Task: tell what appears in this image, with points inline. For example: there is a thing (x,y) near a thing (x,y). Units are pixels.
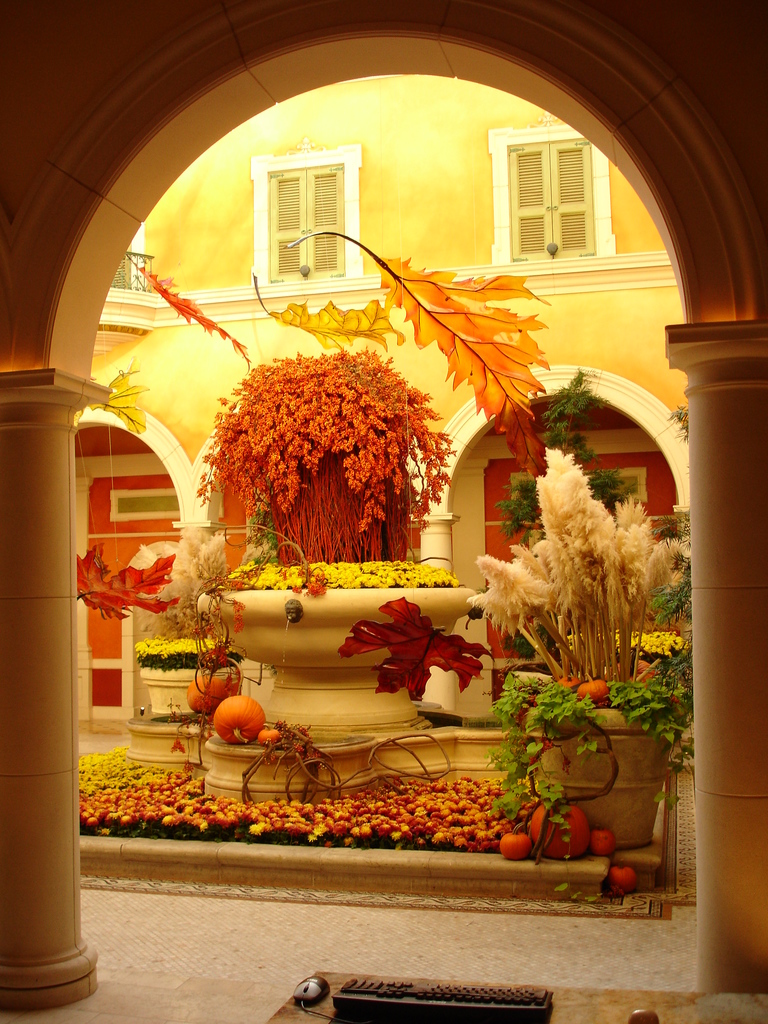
In this picture we can see a keyboard (469,1014), a mouse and an object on the table (674,1010). We can see a few flowers (428,830), leaves (594,749), flower pots (168,699), some orange objects (564,843), pillars (749,978), arches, windows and other objects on the building (695,990).
